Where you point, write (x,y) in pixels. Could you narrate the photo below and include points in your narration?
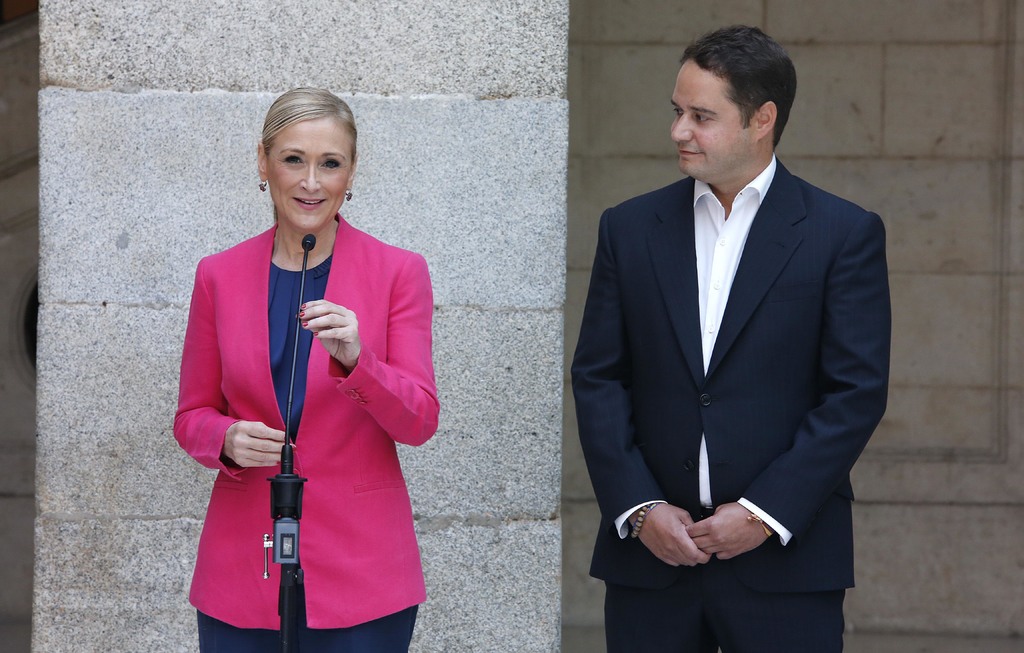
On the left side of the image (234,484) we can see woman (278,295) standing and holding mic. On the right side of the image (755,505) there is a man (639,202). In the background (416,53) we can see pillar (467,69) and wall (605,77).
